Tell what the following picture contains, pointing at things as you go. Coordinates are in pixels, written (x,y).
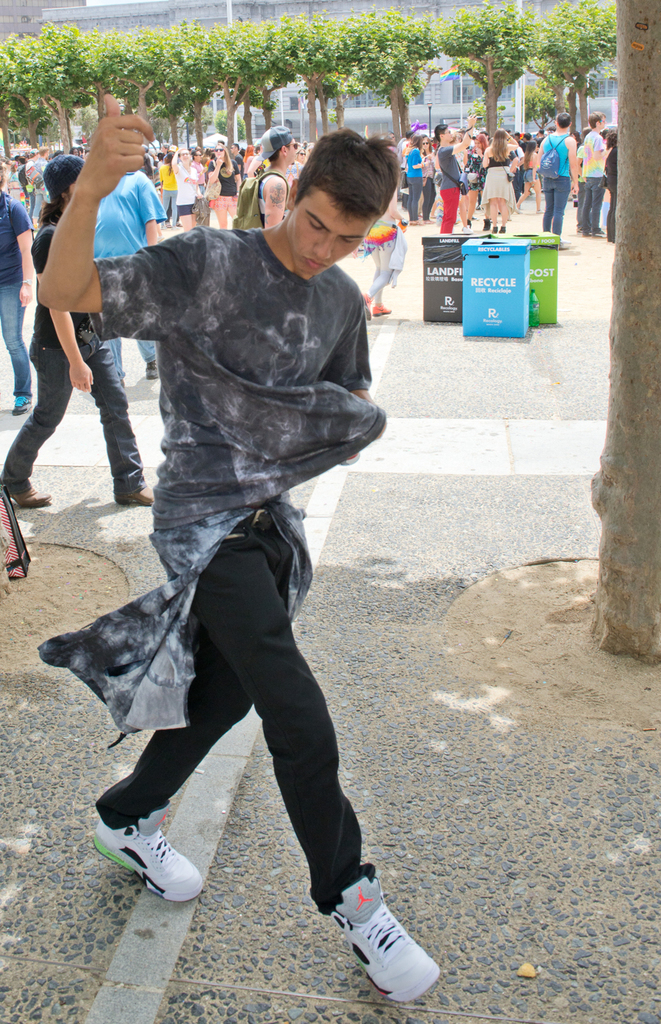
In this image we can see a group of people (355,386) standing on the ground (439,860). We can also see some containers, the bark of a tree (626,451), a group of trees (401,103) and some buildings (265,14).
